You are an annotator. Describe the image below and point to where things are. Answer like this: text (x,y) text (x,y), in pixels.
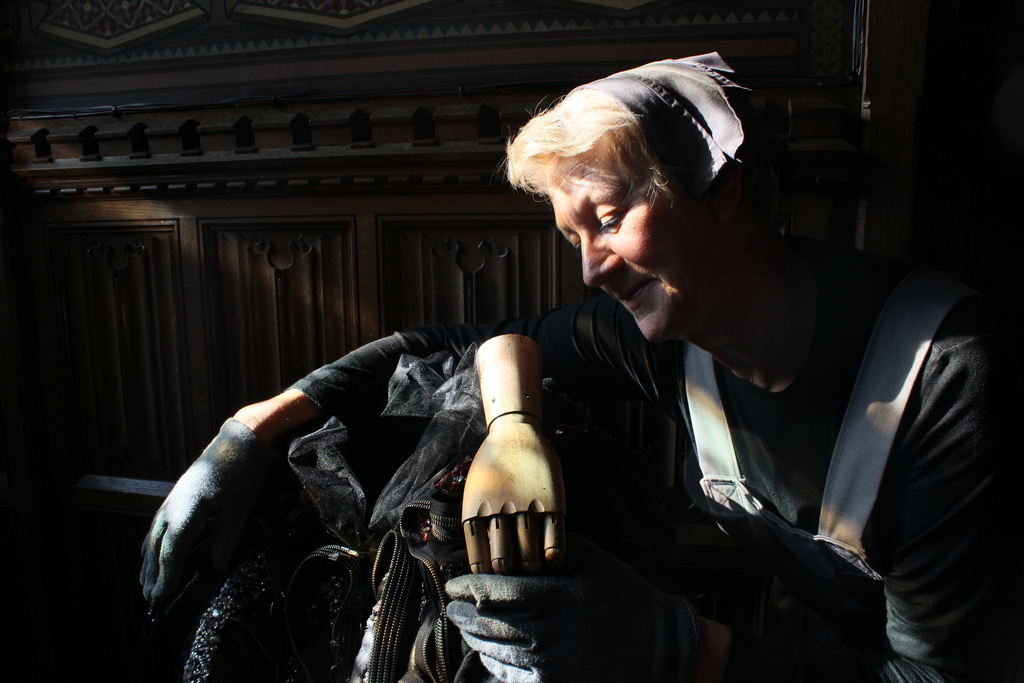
In this image I can see a woman (698,351) and she holding a wooden hand (527,496) and a cloth (382,513) and back side of her I can see the wall (499,60).
